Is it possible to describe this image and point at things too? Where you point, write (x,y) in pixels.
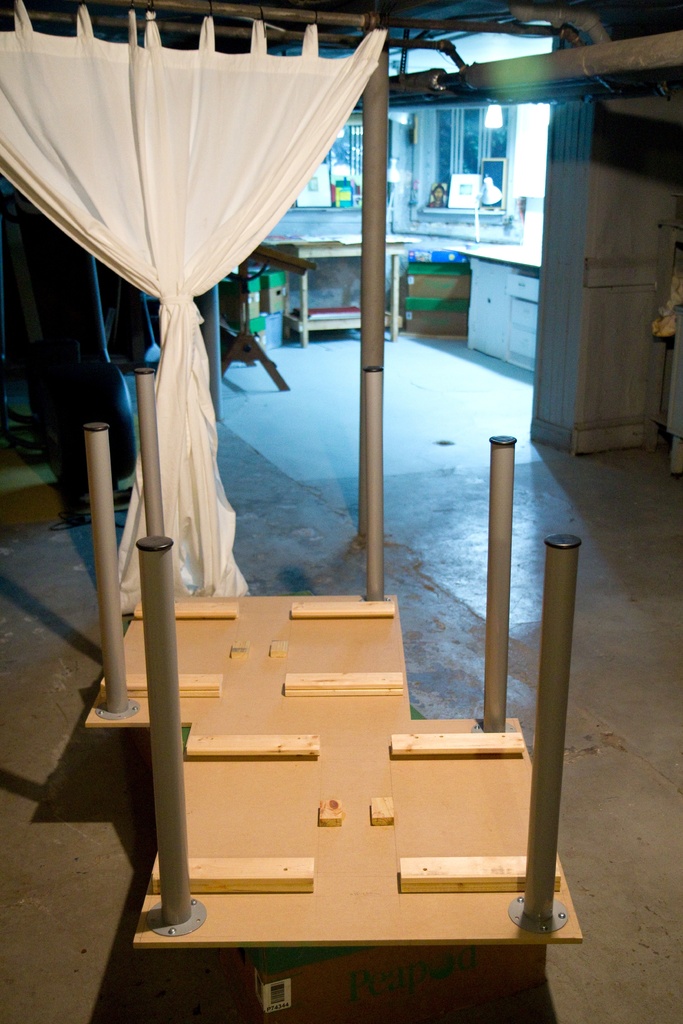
In the center of the image (301,597) we can see tables (334,791) on the ground (389,579). On the left side of the image (218,267) we can see a curtain (178,128) and pole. In the background (512,298) we can see tables (472,291), windows (330,170), chair (278,250), light (493,121) and wall (554,133).
